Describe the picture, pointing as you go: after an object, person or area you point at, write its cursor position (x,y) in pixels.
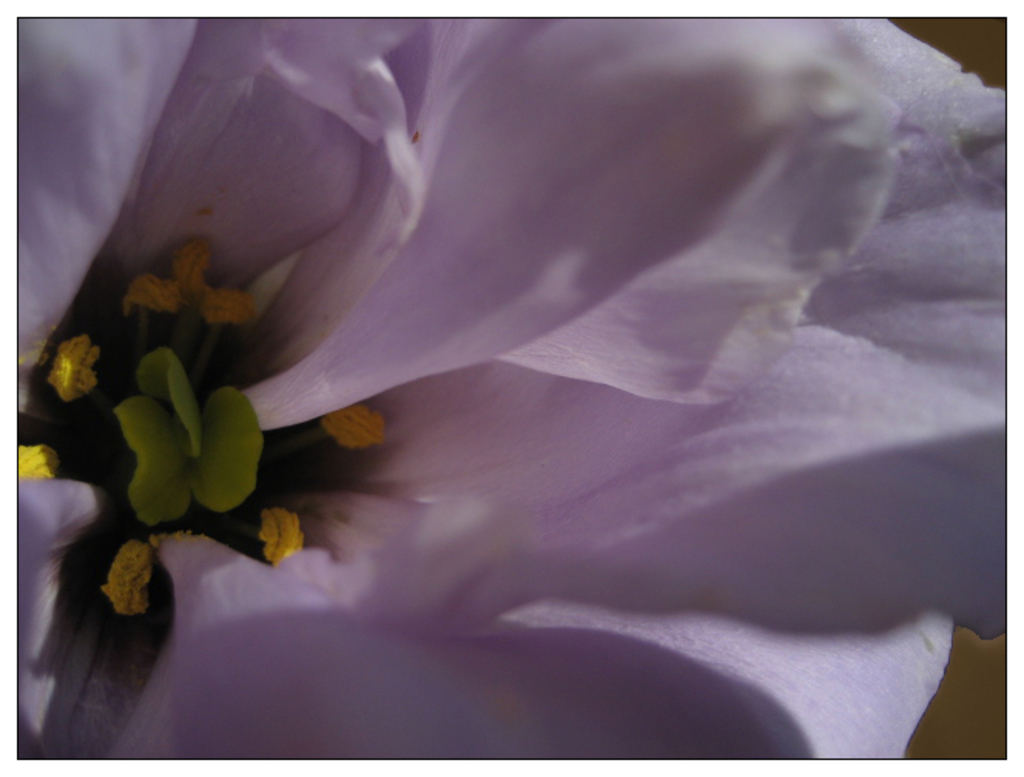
In this image we can see a purple flower (636,318).
